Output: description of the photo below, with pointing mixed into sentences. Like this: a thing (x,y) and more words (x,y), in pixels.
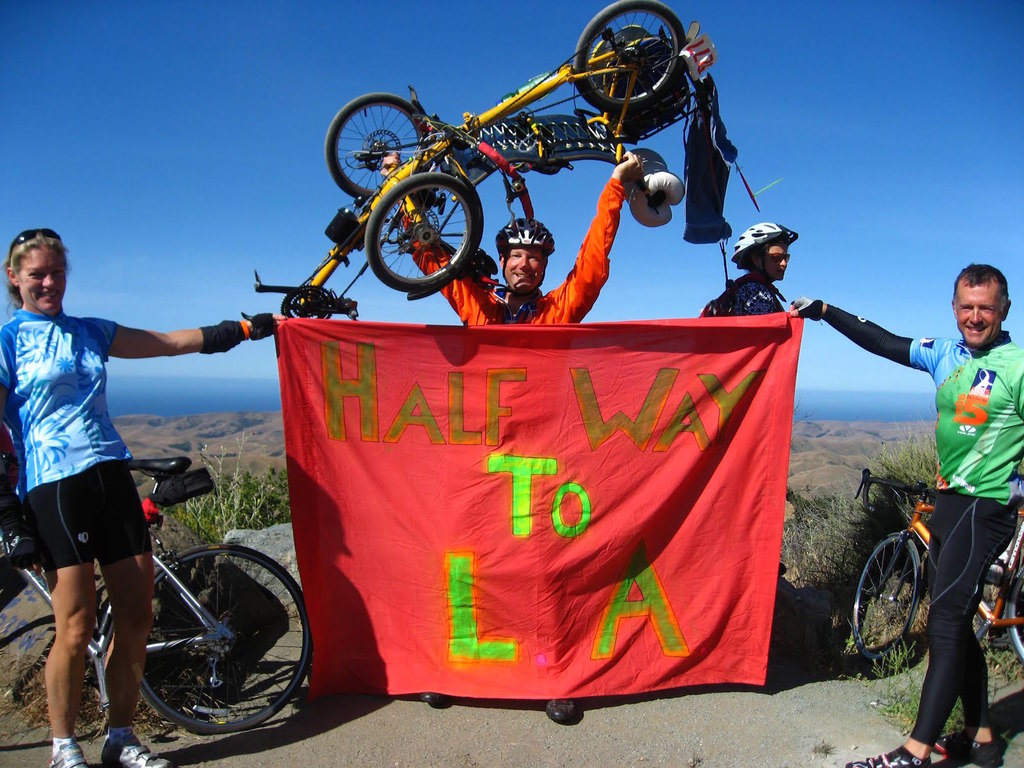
In the center of the image (439,259) we can see a man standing and holding a bicycle (405,169). We can see two people (251,336) holding a flag (728,462). There is a person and we can see bicycles (910,521). In the background (908,434) there are hills (125,431) and sky (880,389). We can see grass (868,527).
